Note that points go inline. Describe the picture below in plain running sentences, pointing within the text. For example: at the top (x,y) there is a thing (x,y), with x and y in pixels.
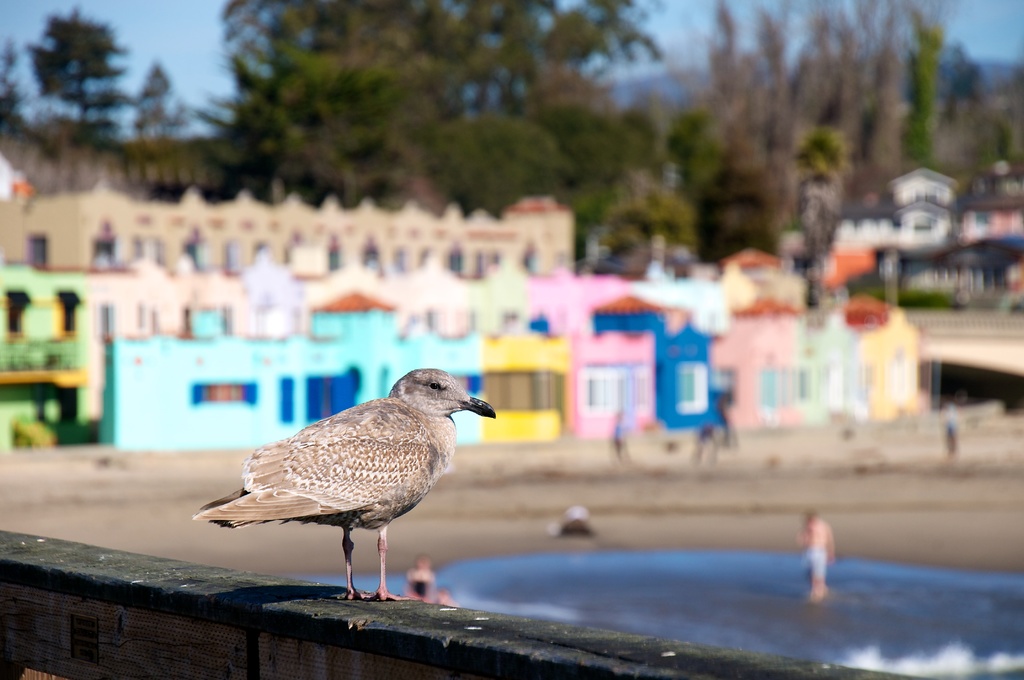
This image is taken outdoors. At the bottom of the image (111,605) there is a wall (61,581) and there is a bird (353,489) on the wall (332,627). At the top of the image (181,37) there is a sky (689,30). In the background (723,293) there are many houses (590,337) and trees (340,117). In the middle of the image (599,450) there is a sea (752,604) with water (837,626) and a few people (433,581) are standing on the ground (811,496).
